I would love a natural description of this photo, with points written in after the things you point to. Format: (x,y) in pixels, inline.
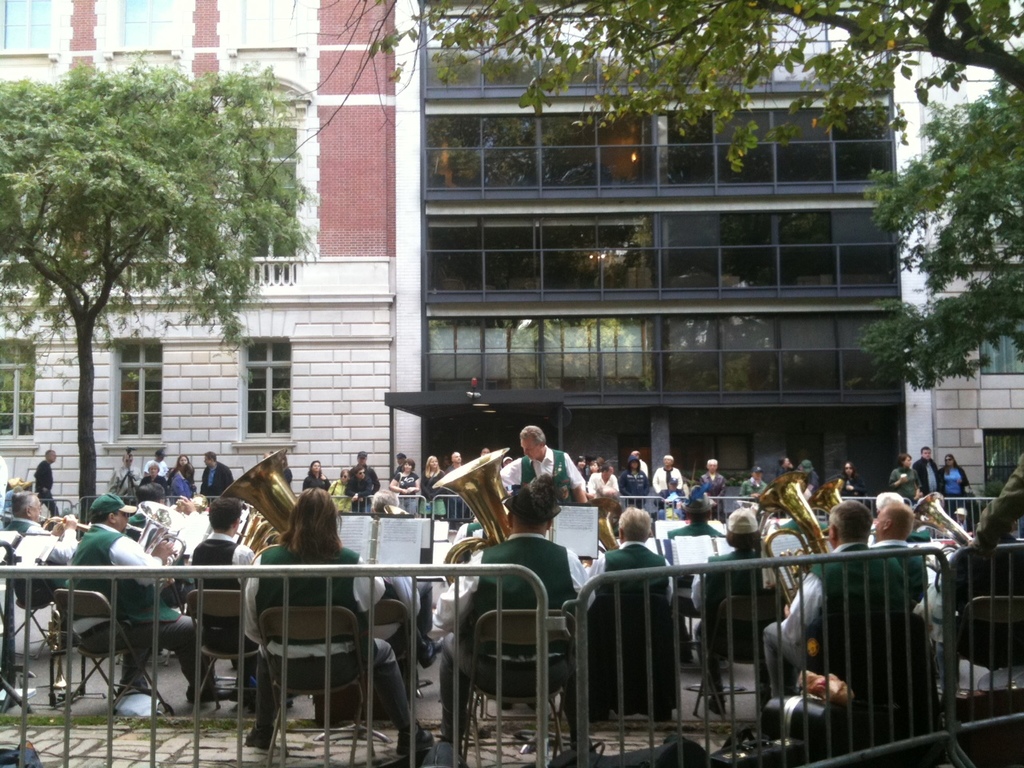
There is a group of people (464,670). They are playing a musical instruments (478,482). We can see the background (193,107) is building (65,341) and trees (146,215).
